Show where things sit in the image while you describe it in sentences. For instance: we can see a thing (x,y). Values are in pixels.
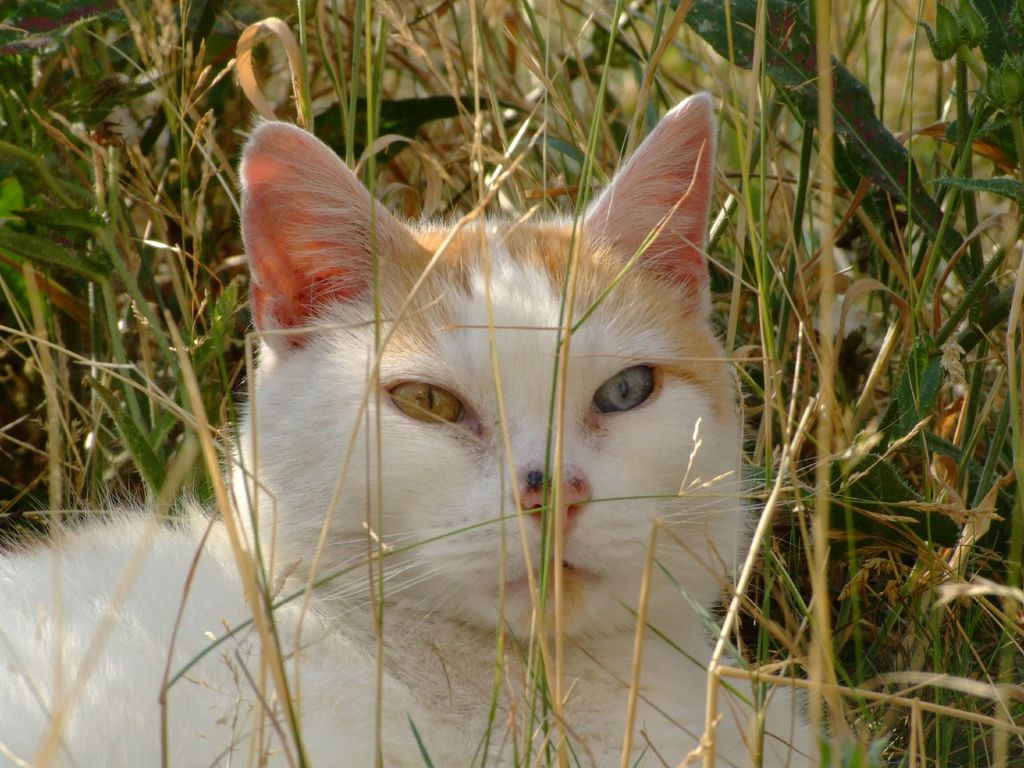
In this picture I can see a cat (565,637) in front (154,657) which is of white and cream in color and I see the grass (395,201) around it.
